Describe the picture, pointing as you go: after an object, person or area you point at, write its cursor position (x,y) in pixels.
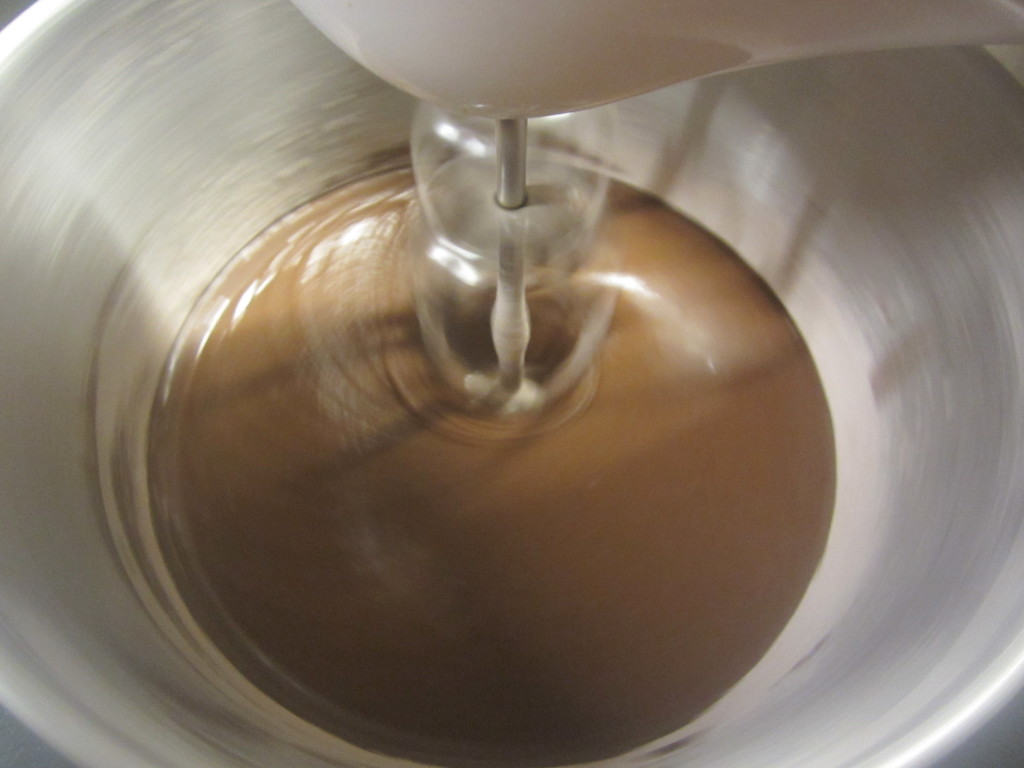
In this image we can see liquid (414,534) in a bowl (800,294) and we can see beater (447,238).
